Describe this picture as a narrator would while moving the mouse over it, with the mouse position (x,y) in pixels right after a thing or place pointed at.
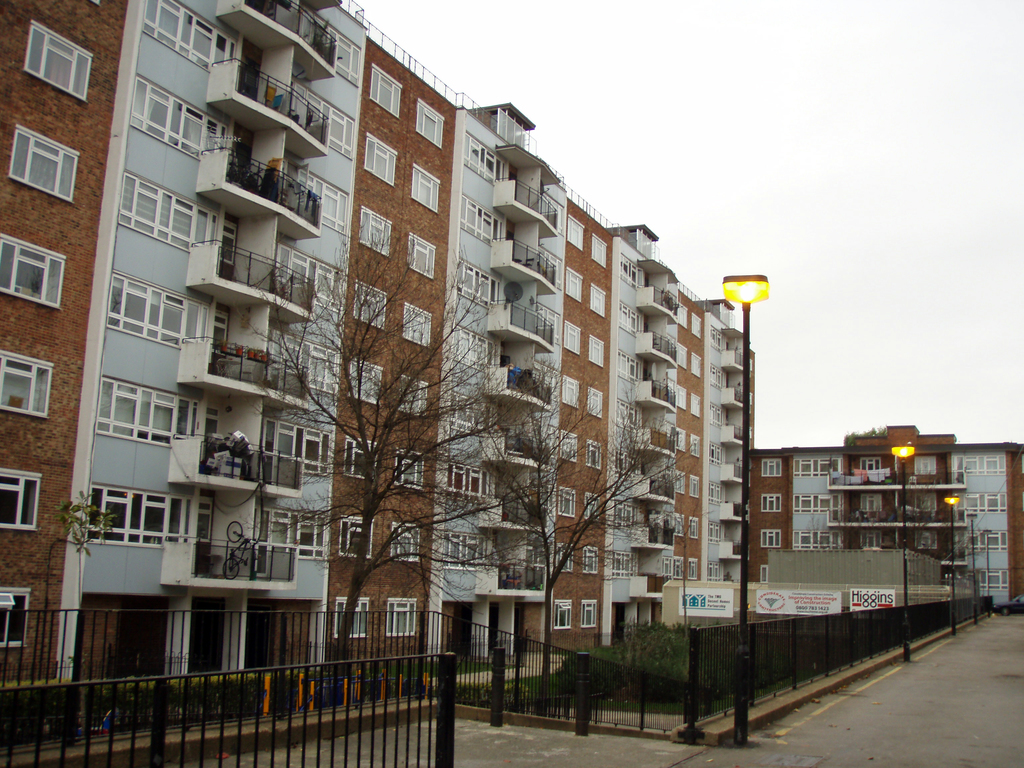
In the center of the image (522,383) we can see buildings (461,474), trees (509,523), street lights (970,515), fencing (726,640), plants (669,647). In the background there is sky (731,126).
